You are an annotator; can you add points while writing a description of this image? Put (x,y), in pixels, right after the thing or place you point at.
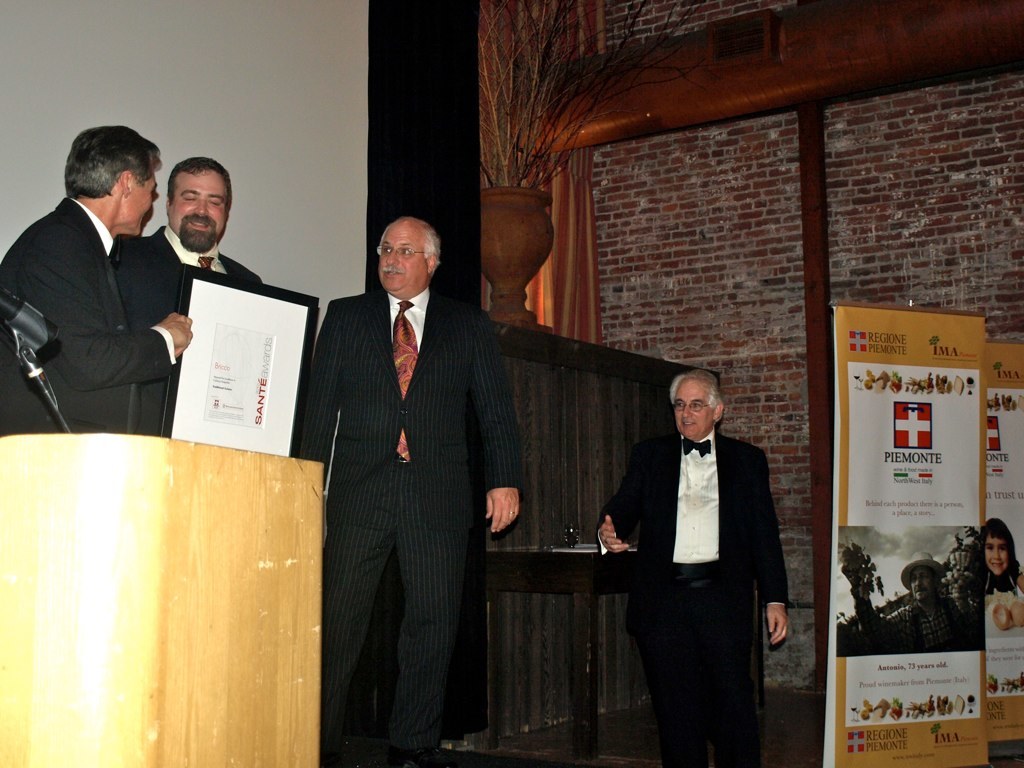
In this image there are three people (343,338) standing on the dais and there is another person (632,476) below the dais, beside that person (675,520) there are two posters (853,410), behind the posters (839,416) there is a brick wall (736,245).
